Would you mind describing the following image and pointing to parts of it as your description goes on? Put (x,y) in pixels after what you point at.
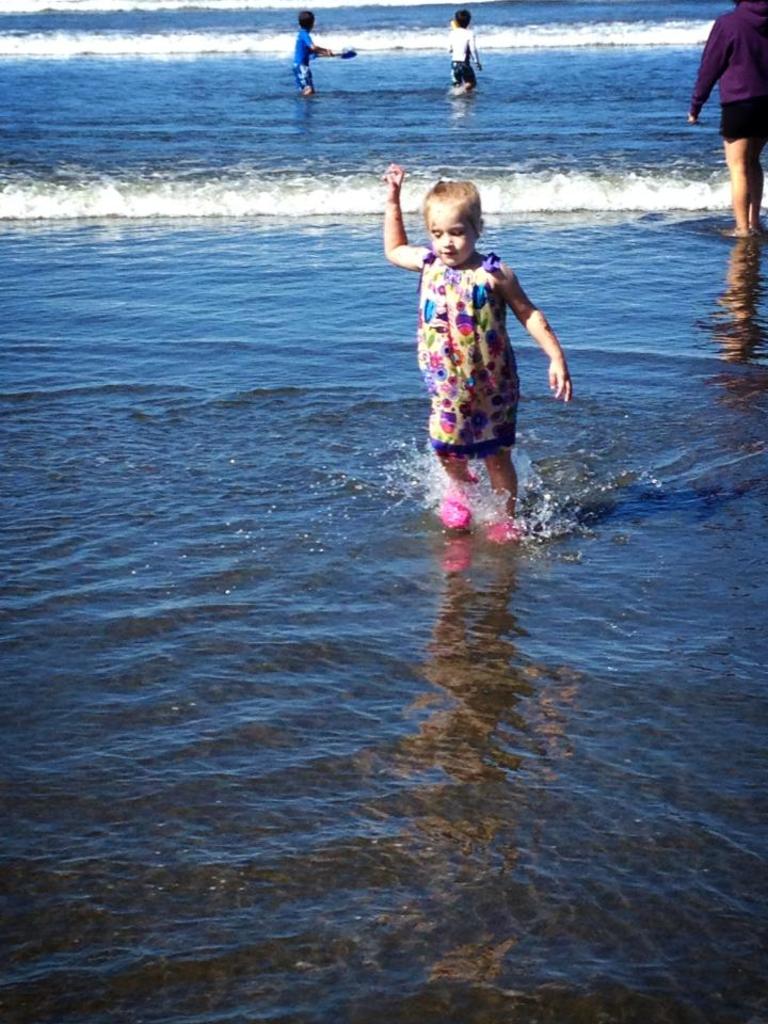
In this image we can see the sea (342,49), one boy (305,93) in blue T-shirt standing in the water (336,39) and holding one object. There is one girl (456,458) with pink shoes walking in the water (484,482), one boy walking in the water (572,537) and on the top right side of the image (745,111) there is a person (745,52) standing in the water (662,88).
